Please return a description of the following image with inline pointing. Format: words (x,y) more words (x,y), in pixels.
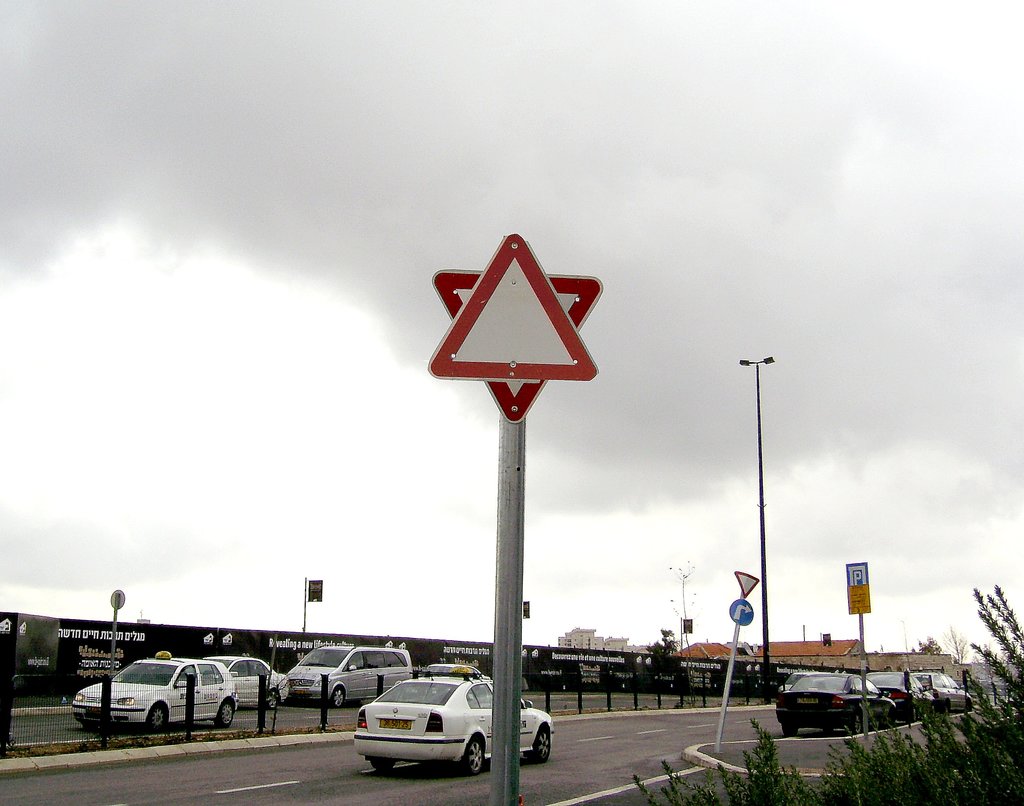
In this picture we can see boards (859,599) and lights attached to the poles (765,609), fence (661,703), plants (962,798), hoardings (438,655) and vehicles (435,670) on the road (645,742). In the background of the image (832,199) we can see the sky (812,376).
